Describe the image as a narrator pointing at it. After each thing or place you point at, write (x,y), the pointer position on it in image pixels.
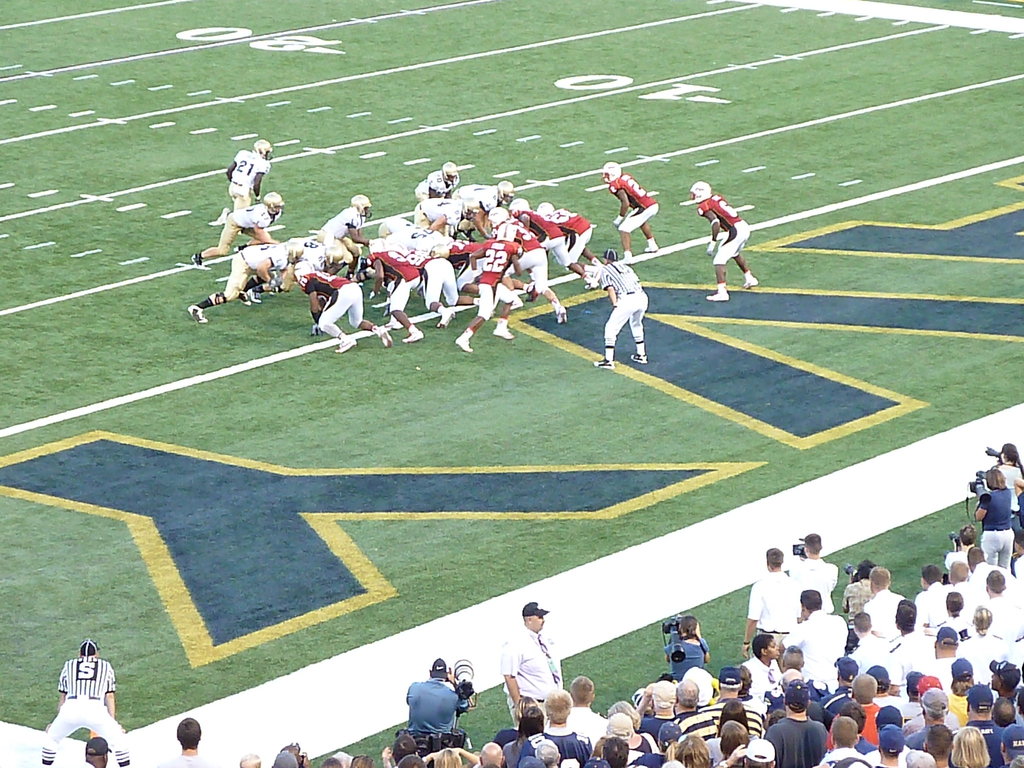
In the middle (496,292) a group of people (386,242) playing a football game who are wearing a white and red color jersey (487,275). Both side of the image is covered with grass (119,146). At the bottom (73,721) there are group of people (1000,613) standing on the ground (744,638) and few (447,677) are holding a camera (464,676) in their hand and taking pictures. This image is taken on the pitch (429,43) during day time.
